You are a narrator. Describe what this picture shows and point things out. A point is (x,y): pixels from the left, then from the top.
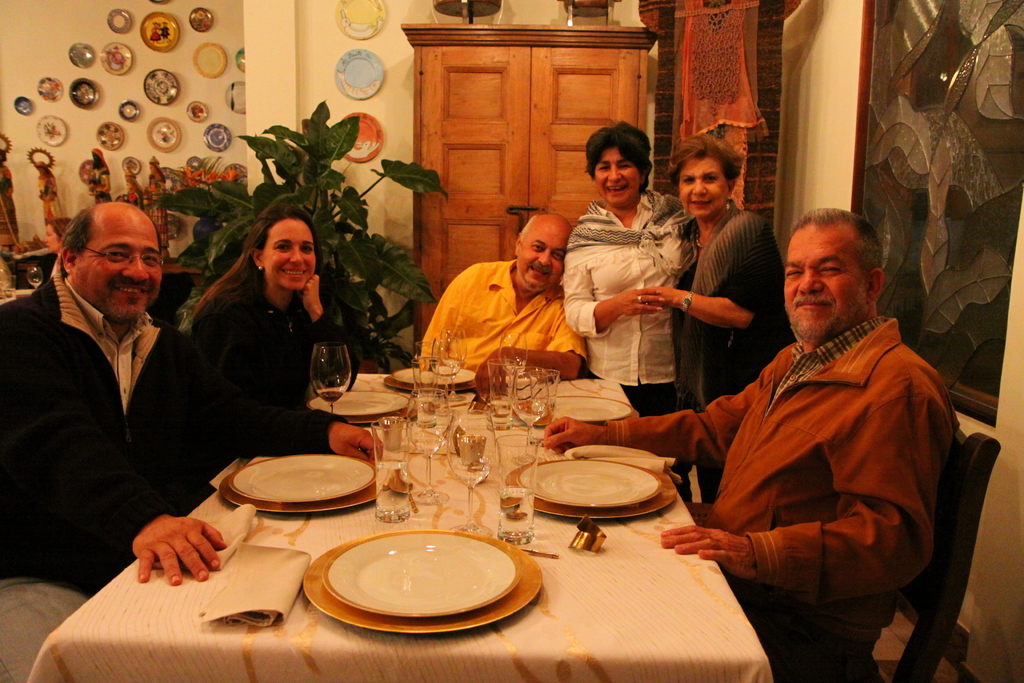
As we can see in the image there is a wall (400,71), door (432,69), few people (772,285) sitting on chairs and a table (524,399). On table (346,536) there are plates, glasses (448,415) and cloth (593,605).
